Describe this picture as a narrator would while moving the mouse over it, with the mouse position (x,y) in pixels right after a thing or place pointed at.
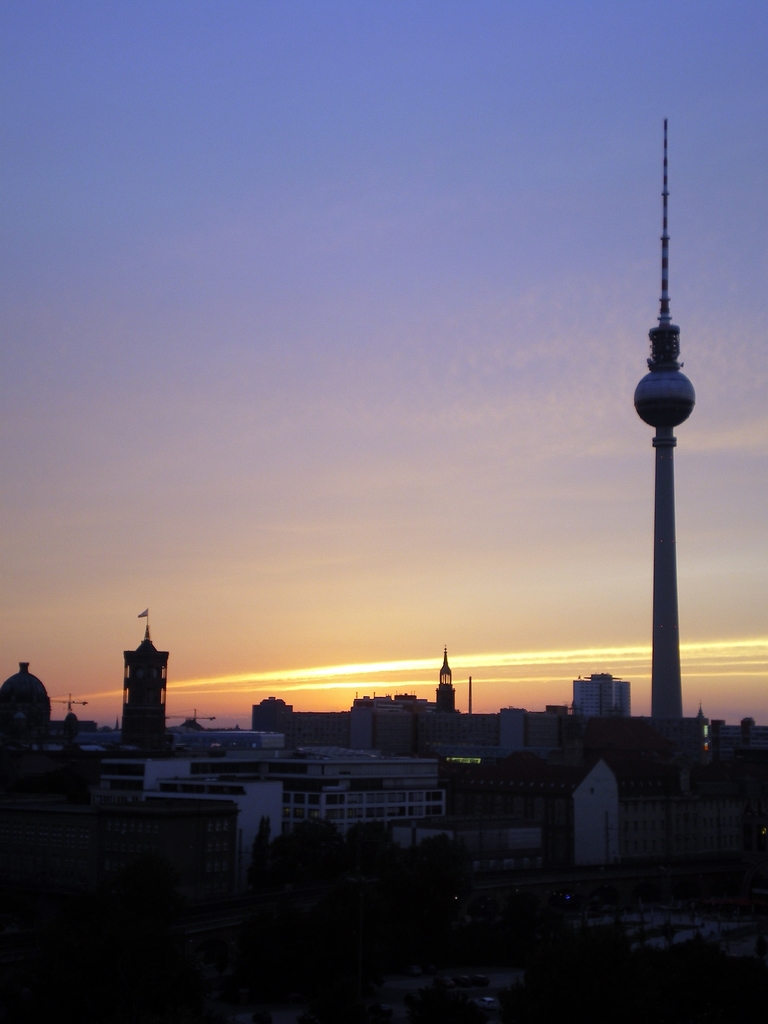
In this picture we can see buildings (253,761), trees (432,854), and a tower (647,414). In the background (387,509) there is sky (449,553).
